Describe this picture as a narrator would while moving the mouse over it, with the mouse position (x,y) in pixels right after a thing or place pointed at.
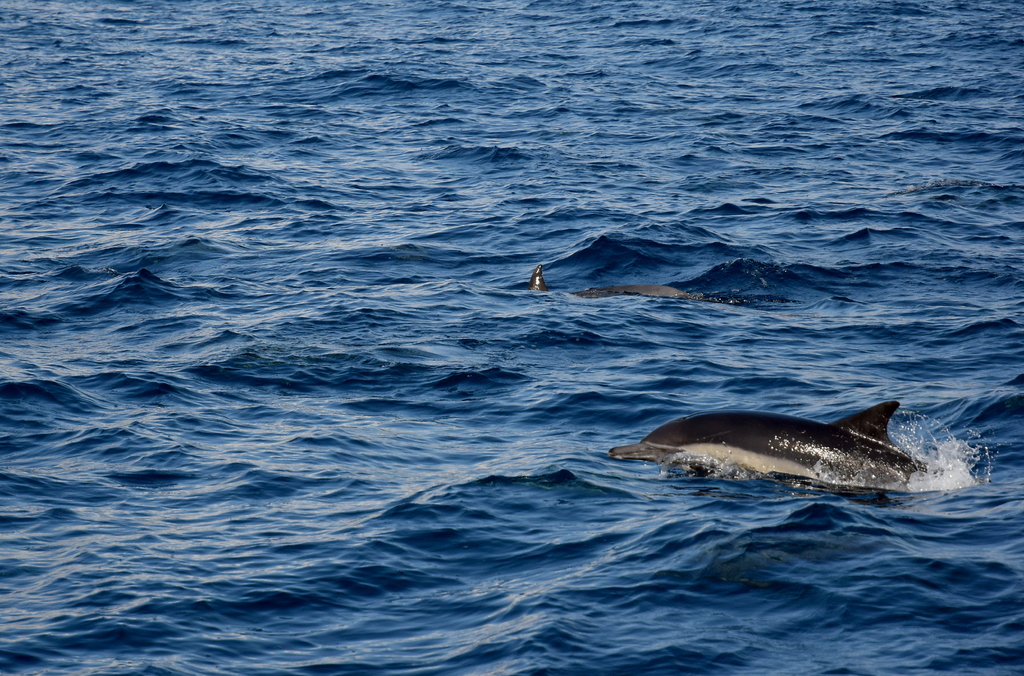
In this picture dolphins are present in the water (361,493).
